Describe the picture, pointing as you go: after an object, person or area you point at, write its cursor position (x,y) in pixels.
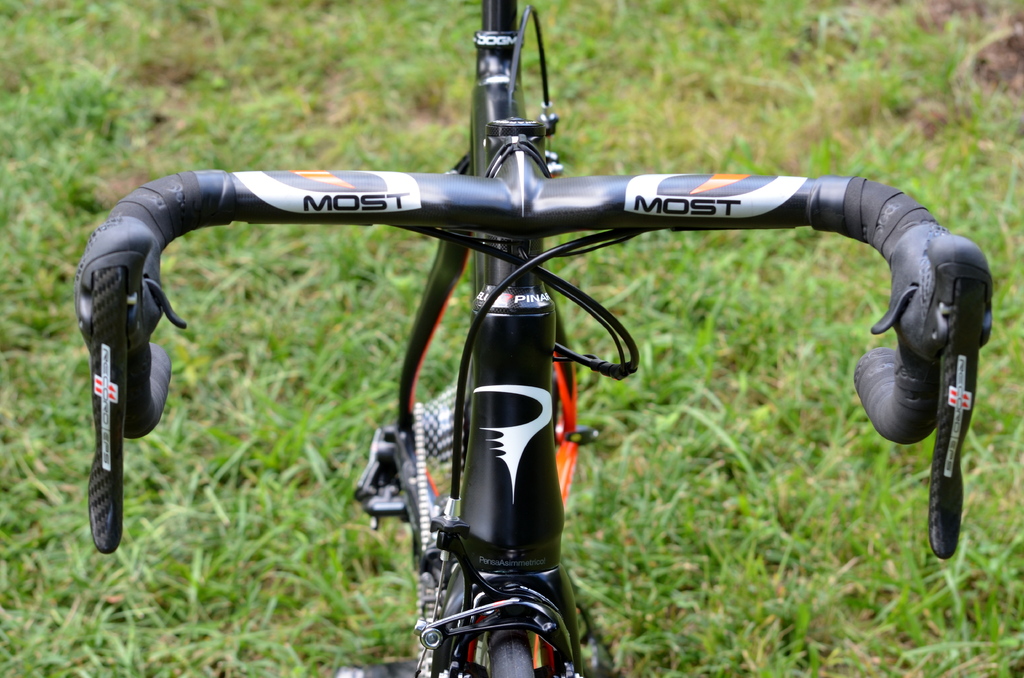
This image consists of a cycle (431,296) in black color. At the bottom (682,505), there is green grass (616,507).
